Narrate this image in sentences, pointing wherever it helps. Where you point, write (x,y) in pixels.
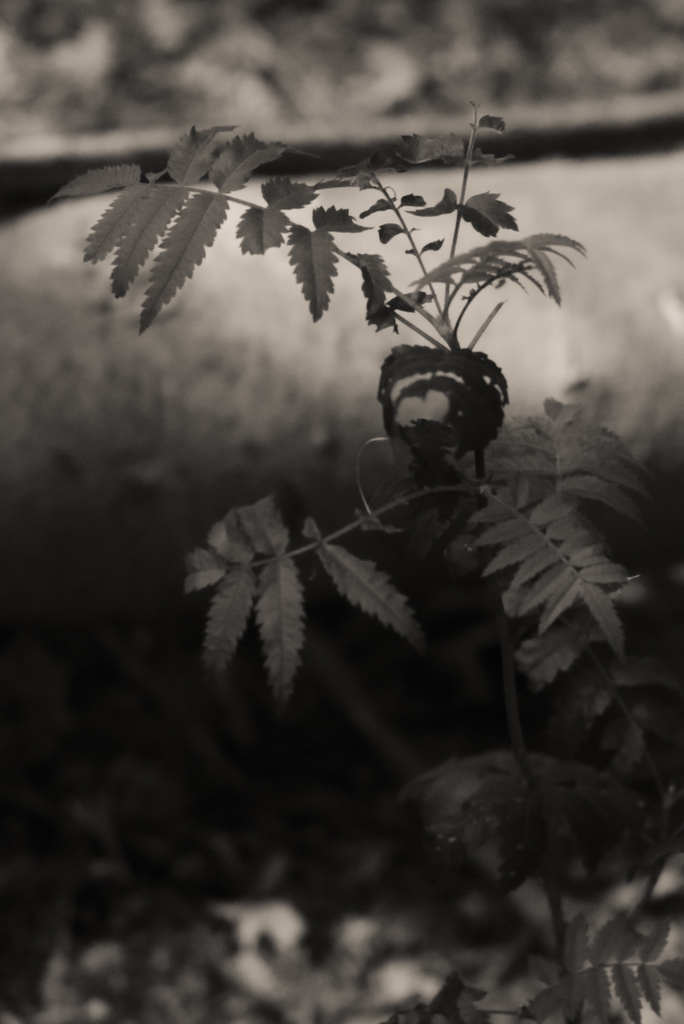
In this image in the front (388,381) there are plants (401,495) and the background (140,420) is blurry.
